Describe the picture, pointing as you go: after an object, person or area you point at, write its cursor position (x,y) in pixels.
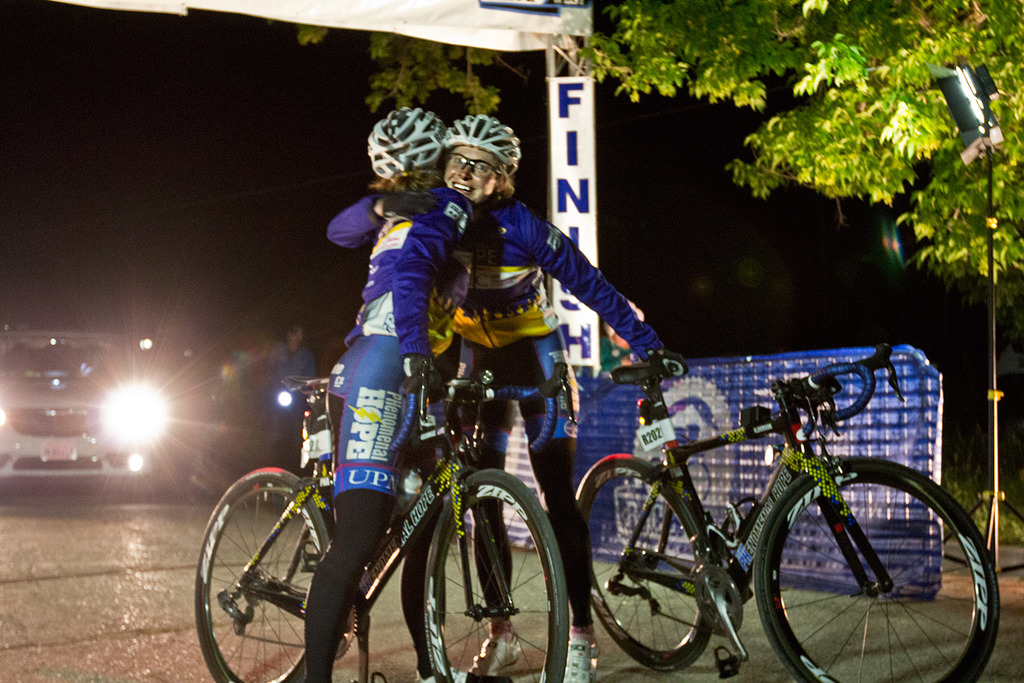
There are two persons (447,344) standing, these are bicycles (834,484), this is car (149,406), this is tree (922,68).
